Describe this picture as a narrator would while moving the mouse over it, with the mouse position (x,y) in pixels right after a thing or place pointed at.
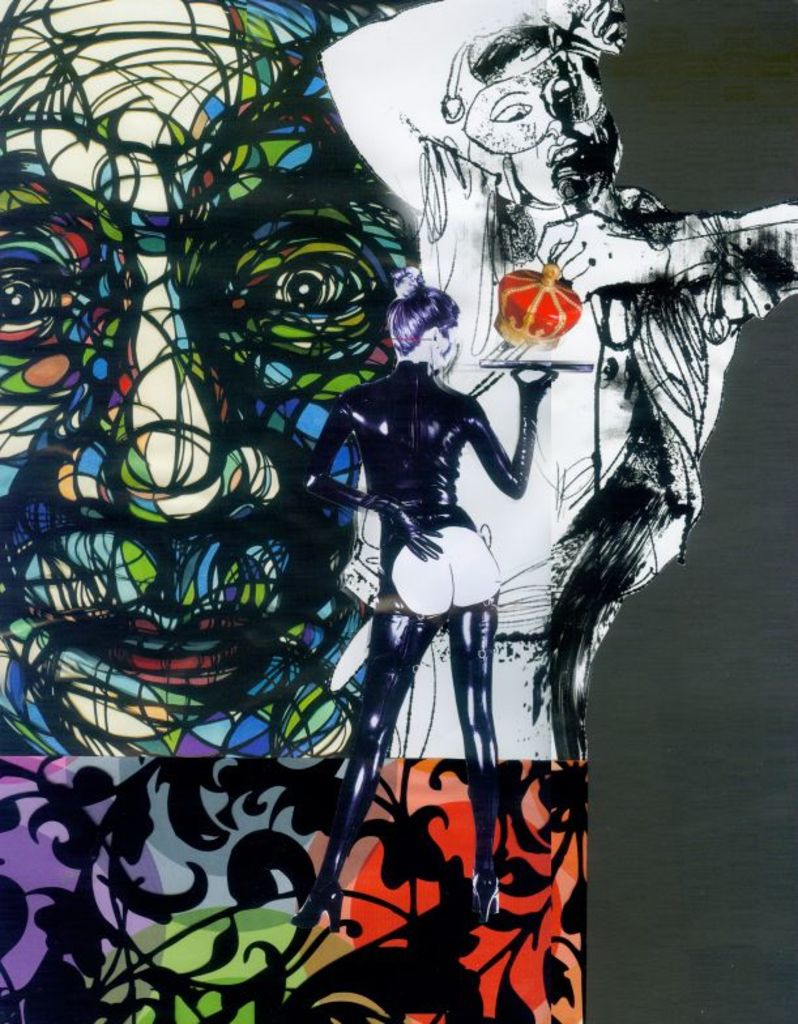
In this picture I can see there is a painting (255,596) and there is a face (133,443) of a human (132,590) into left and there is a person's image (572,276) and she is holding a tray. There is a woman (403,272) standing and she is wearing a black outfit (524,398) and there is a design (41,841) here at the bottom of the image (354,892). There is a gray surface (727,693) here at the right side (673,991).
